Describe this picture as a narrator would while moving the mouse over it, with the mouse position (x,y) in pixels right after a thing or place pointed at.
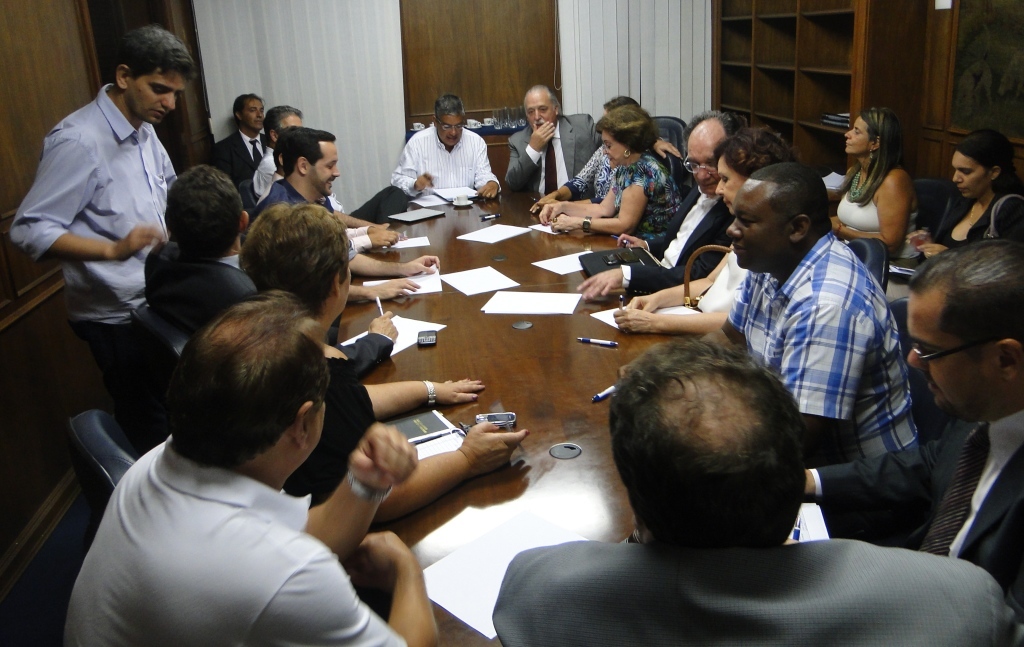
In this picture we can see there are a group of people (296,611) are sitting on chairs (88,504) and a man (100,323) is standing on the floor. Behind the people (335,379) there are shelves (779,52) and wooden wall (484,36).
